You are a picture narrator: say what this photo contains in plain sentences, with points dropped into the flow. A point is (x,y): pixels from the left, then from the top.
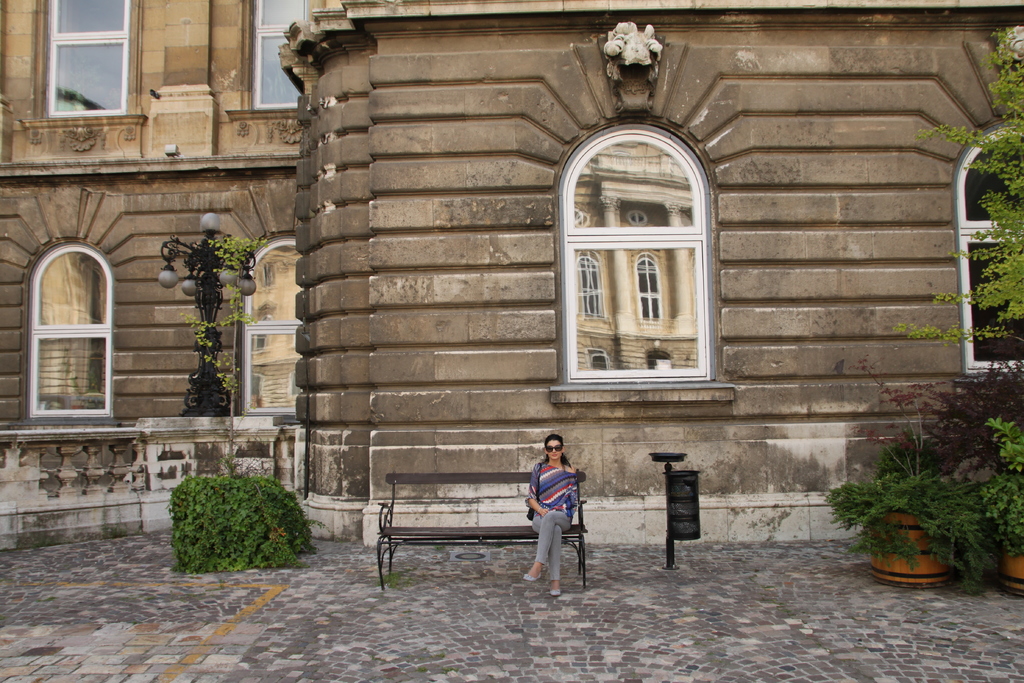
In this picture, There is a floor (459,617) which is in grey color, In the middle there is a chair (473,536) which is in black color on that chair (530,477) there is a girl (541,496) sitting, In the left side (219,536) there is a green color plant (239,527), In the right side (1007,525) there are some green color plants (976,505), In the background (772,336) there is a brown color wall (532,274) and there is a window (570,315) which is in white color in the middle of the wall (532,98).
